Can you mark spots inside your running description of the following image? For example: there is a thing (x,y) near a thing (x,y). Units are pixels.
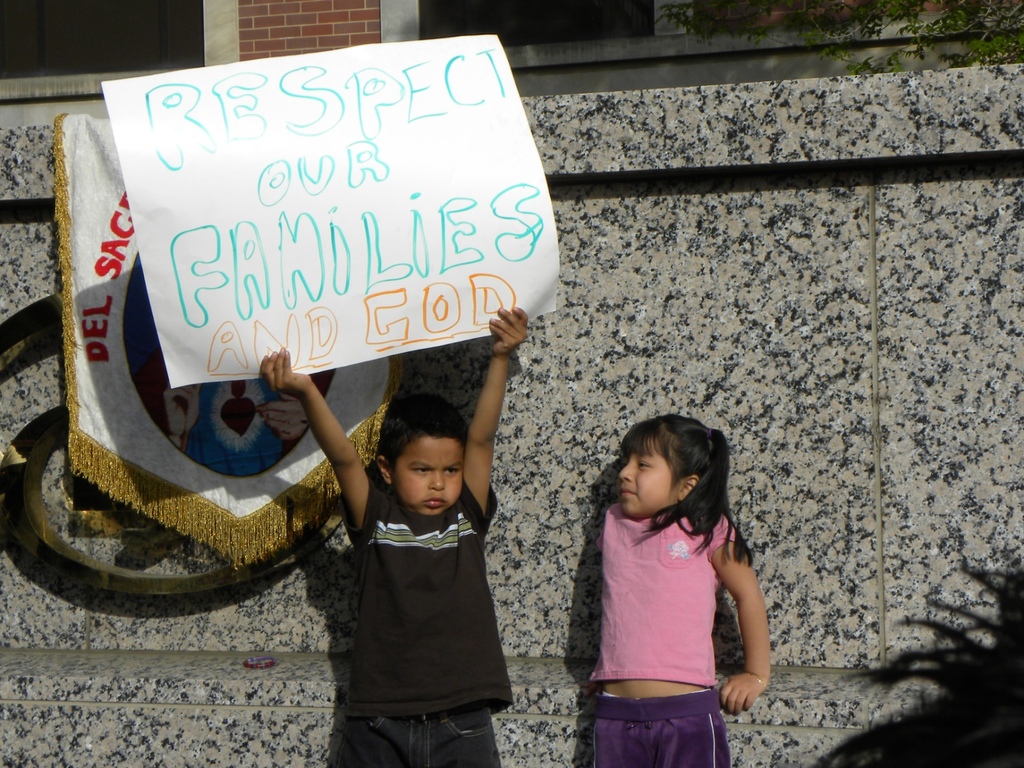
In this picture I can see a boy (461,448) and a girl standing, there is a boy (492,406) holding a paper (369,190), there is a kind of banner (120,185), and in the background (988,194) there is a wall (305,628).
